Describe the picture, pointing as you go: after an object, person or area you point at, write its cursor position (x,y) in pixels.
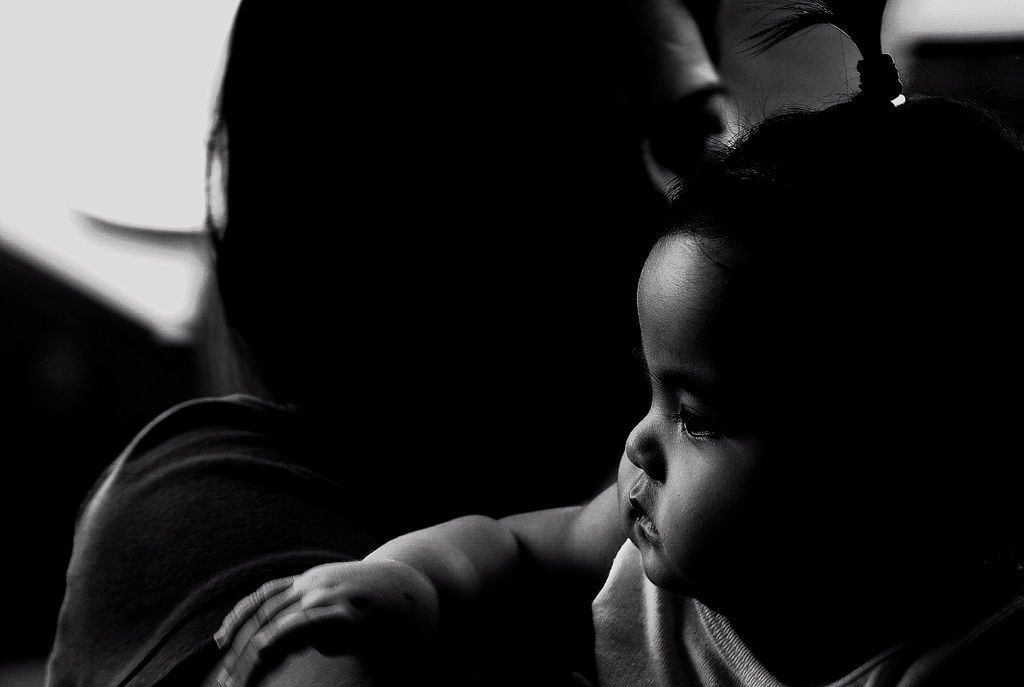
In this image I can see a baby (820,401) and wearing a dress (653,628). The image is in black and white.
